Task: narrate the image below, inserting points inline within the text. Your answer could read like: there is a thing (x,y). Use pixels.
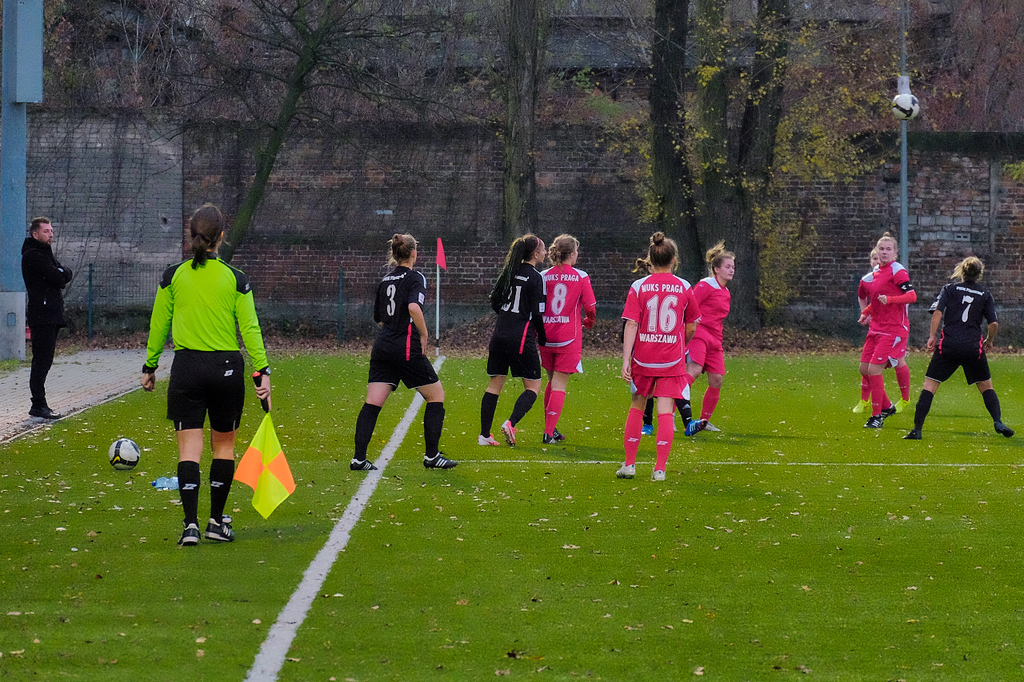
In this picture we can see group of people (388,347), few people (381,334) playing game in the ground (608,447), on the left (125,452) and right hand side of the image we can see balls (912,104), in the background (720,118) we can find few trees (422,77) and poles (22,147).
